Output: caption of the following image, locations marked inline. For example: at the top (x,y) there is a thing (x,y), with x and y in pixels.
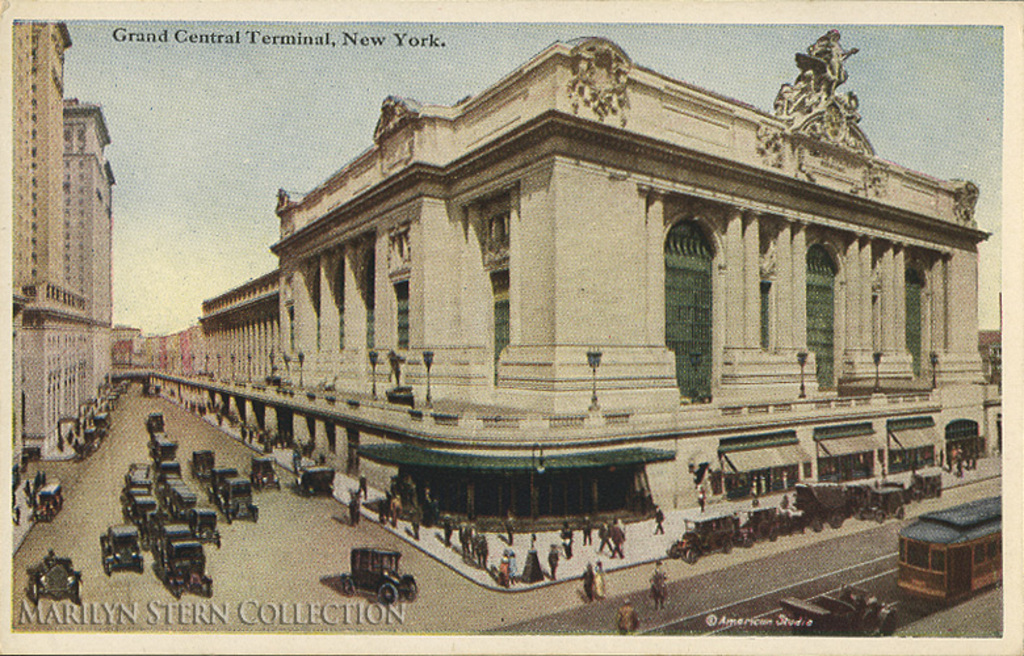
In this picture, we see many vehicles (365,553) moving on the road (322,564). Beside that, we see people (472,535) walking on the footpath (554,530). On either side of the road (563,585), there are buildings (500,274). At the top of the picture (241,121), we see the sky (133,91). This picture might be taken from the textbook.
